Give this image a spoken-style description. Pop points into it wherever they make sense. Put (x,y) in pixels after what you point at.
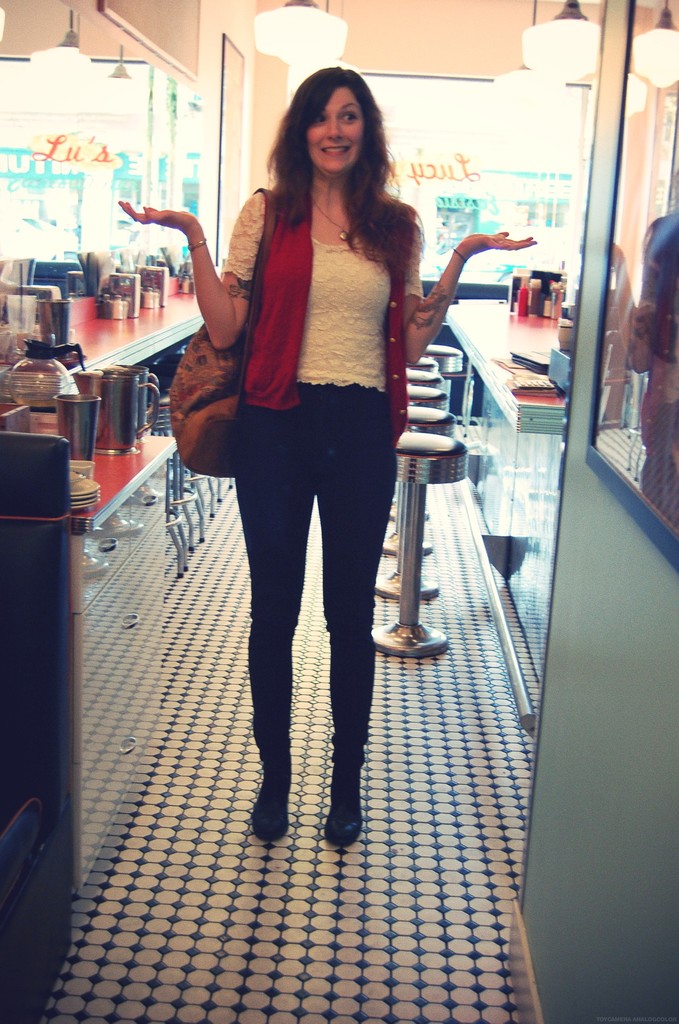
In the picture I can see a woman (364,349) wearing white color dress (356,355), jeans (293,408) and shoes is standing here and carrying a handbag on her shoulder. On the either side of the image I can see the glass (638,278), I can see some objects (133,371) are placed on the table (126,327), I can see chairs (431,406) and I can see the ceiling lights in the background (653,62).
